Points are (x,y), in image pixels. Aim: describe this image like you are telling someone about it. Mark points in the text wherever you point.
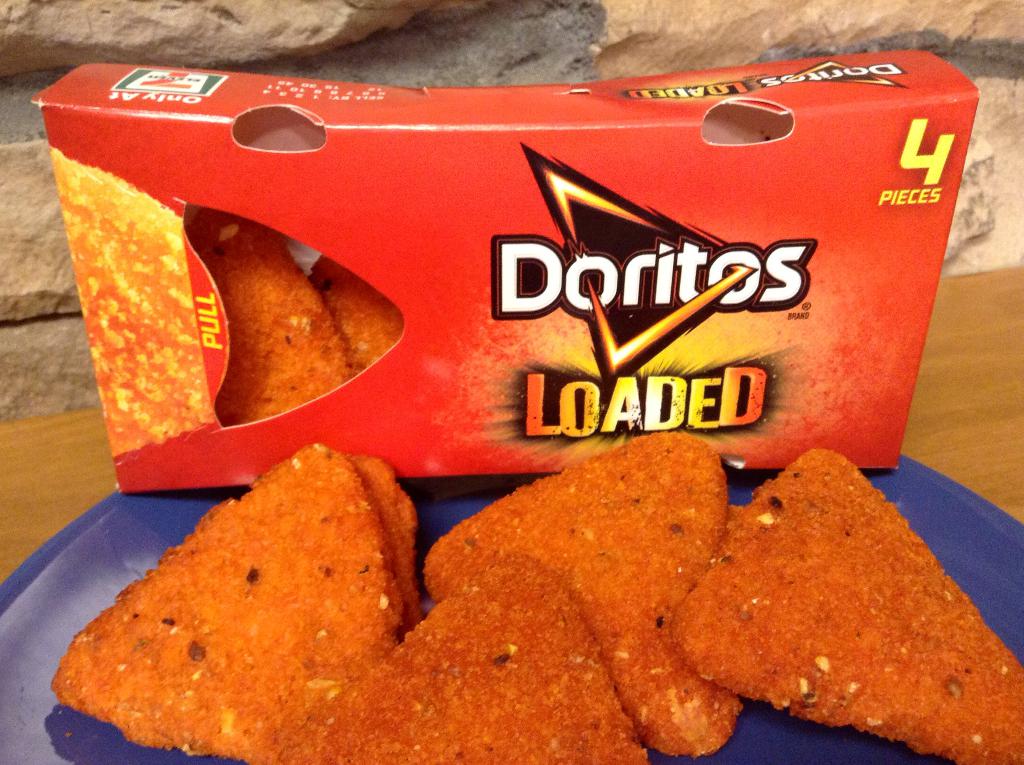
Here in this picture we can see a table (969,371), on which we can see Doritos (432,582) present on a plate (49,713) over there and we can also see a box of Doritos (523,359) present over there and behind that we can see rock stones (78,48) present over there.
